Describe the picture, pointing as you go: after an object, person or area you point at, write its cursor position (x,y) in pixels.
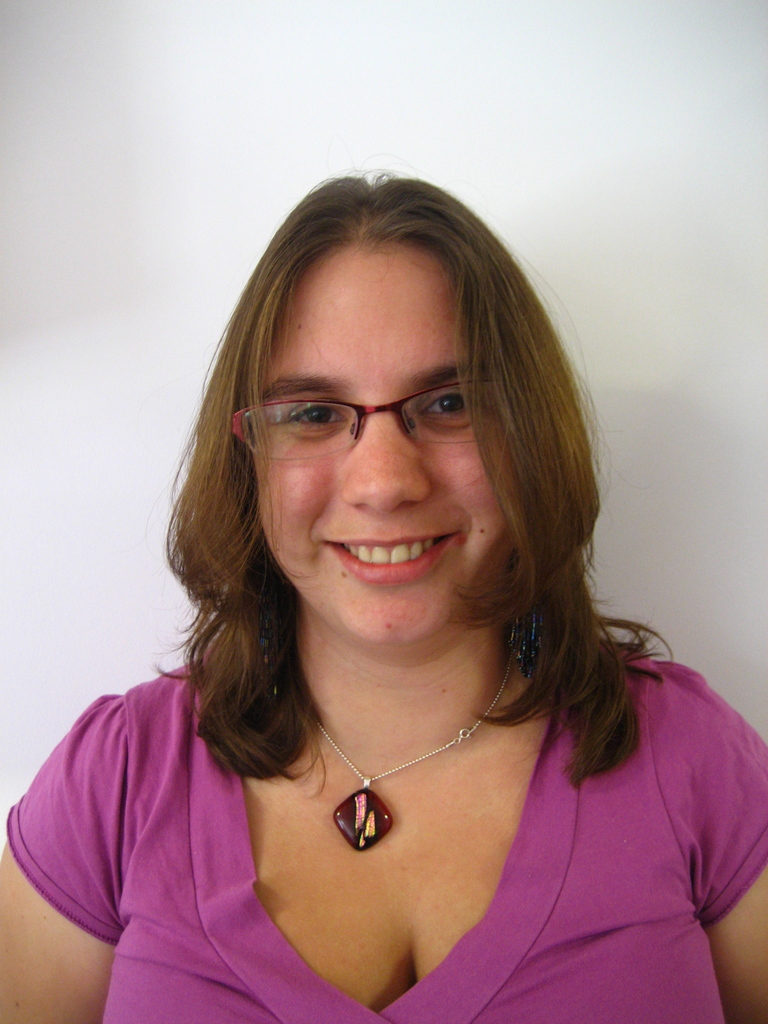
In this image, we can see a woman (567,837) wearing a pink color dress (512,854). In the background (170,21), we can see a wall (52,435).
